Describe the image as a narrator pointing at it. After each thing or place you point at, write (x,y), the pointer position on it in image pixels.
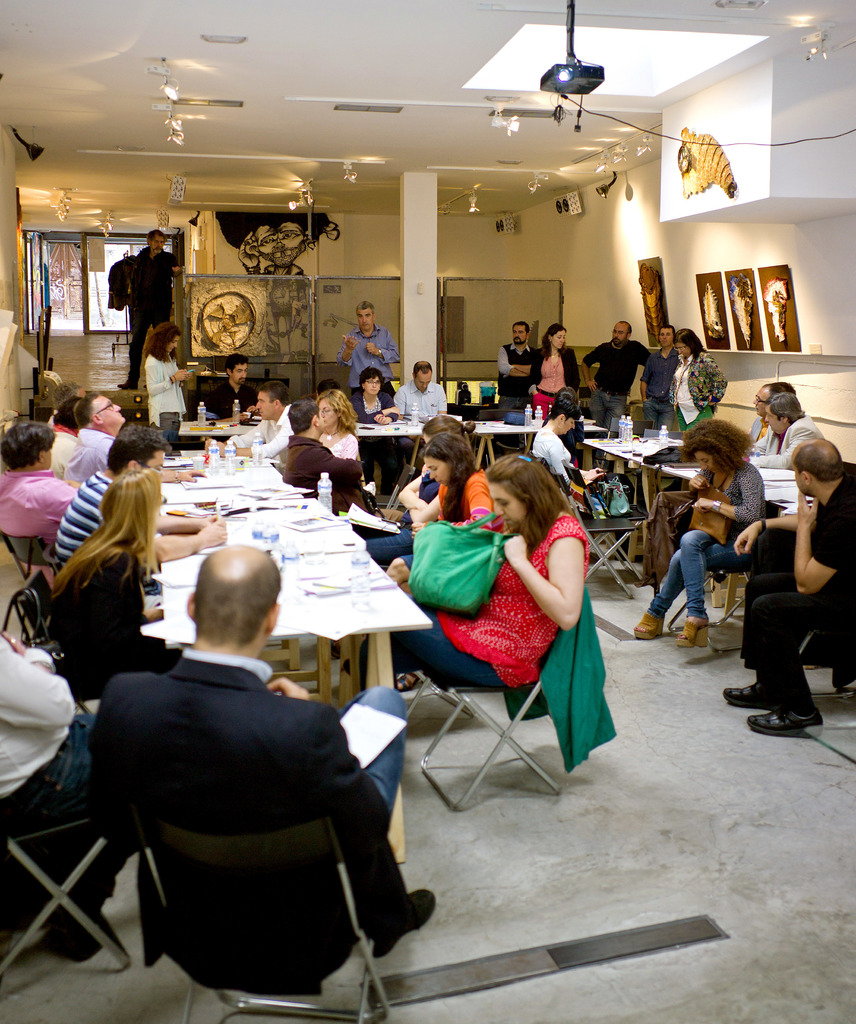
This is the picture of a room (828,338). In this image there are group of people (97,492) sitting in the chairs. At the back (715,373) there are group of people (696,367) standing. There are bottles (260,453), papers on the table (774,486). At the back (246,253) there is a door (55,244) and there is a painting (252,266) on the wall (802,291) and there are frames (657,316) on the wall (653,223). At the top (16,135) there are lights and there is a projector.
